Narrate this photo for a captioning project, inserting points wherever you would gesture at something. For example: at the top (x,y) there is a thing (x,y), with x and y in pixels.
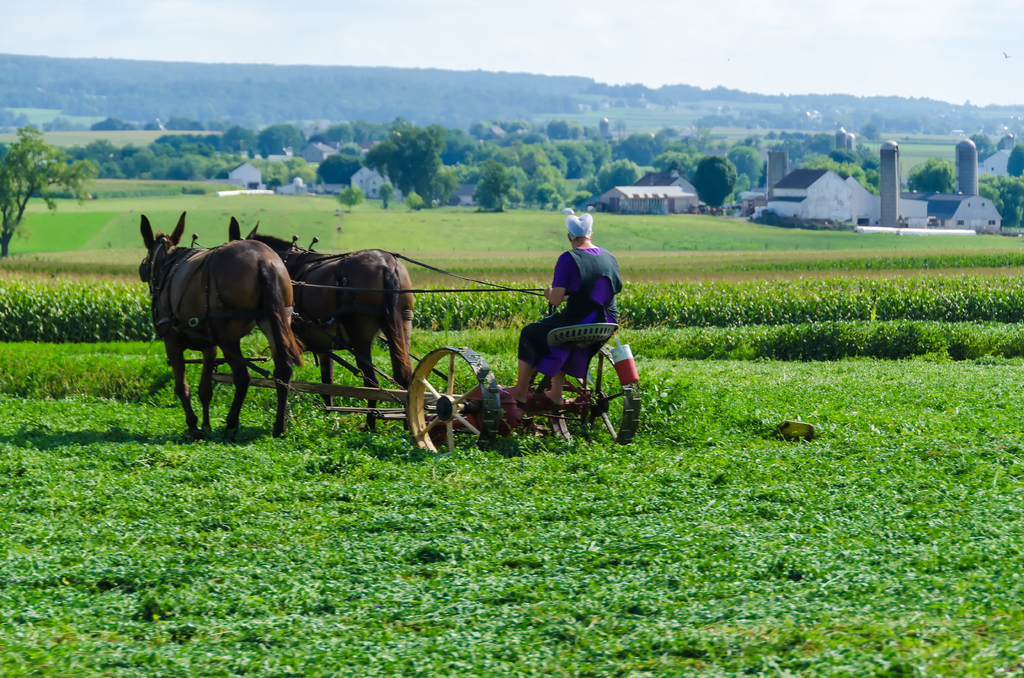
In this picture there is a person (562,368) who is wearing a purple dress (605,287). She is sitting on this machine (559,333) and holding two ropes (359,289). In front of her there are two mules (293,319). In the background (750,195) we can see buildings (806,203), silos (969,143) and trees (703,189). At the top (633,21) we can see sky (579,25) and clouds (633,21). At the bottom (680,594) we can see farmland (637,583). On the right (842,482) we can see the plants (1010,313) and grass (1007,387).
